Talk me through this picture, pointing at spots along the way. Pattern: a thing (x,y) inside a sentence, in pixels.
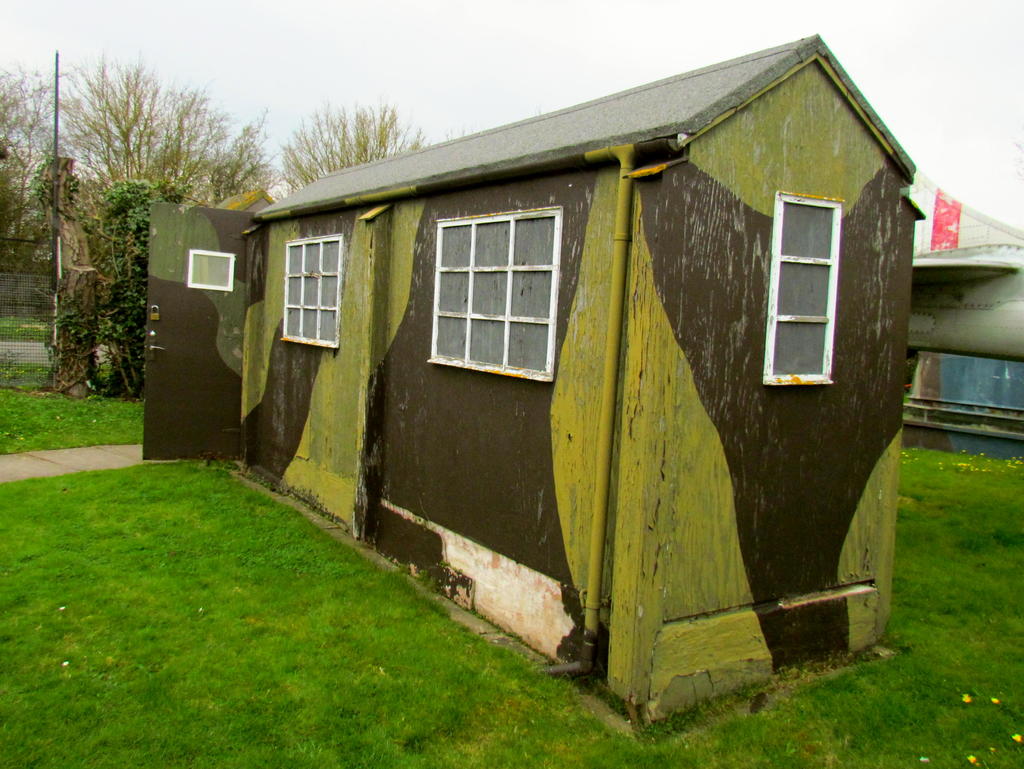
In this image I can see grass (79,503), few trees (109,218), a green colour shack (492,221), a pole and on right side of this image (929,316) I can see few other things (964,296).
